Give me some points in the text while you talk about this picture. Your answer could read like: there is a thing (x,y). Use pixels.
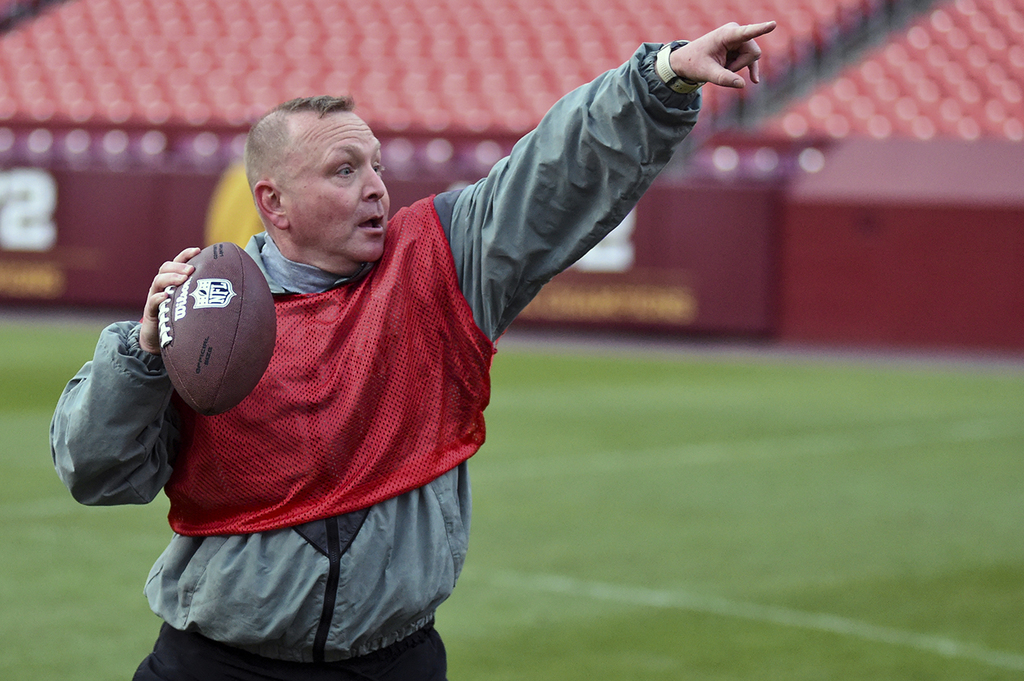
In this image we can see a man (432,445) standing on the ground (539,455) holding a football (217,349). On the backside (743,307) we can see a fence (761,264) and a group of chairs (542,88).
